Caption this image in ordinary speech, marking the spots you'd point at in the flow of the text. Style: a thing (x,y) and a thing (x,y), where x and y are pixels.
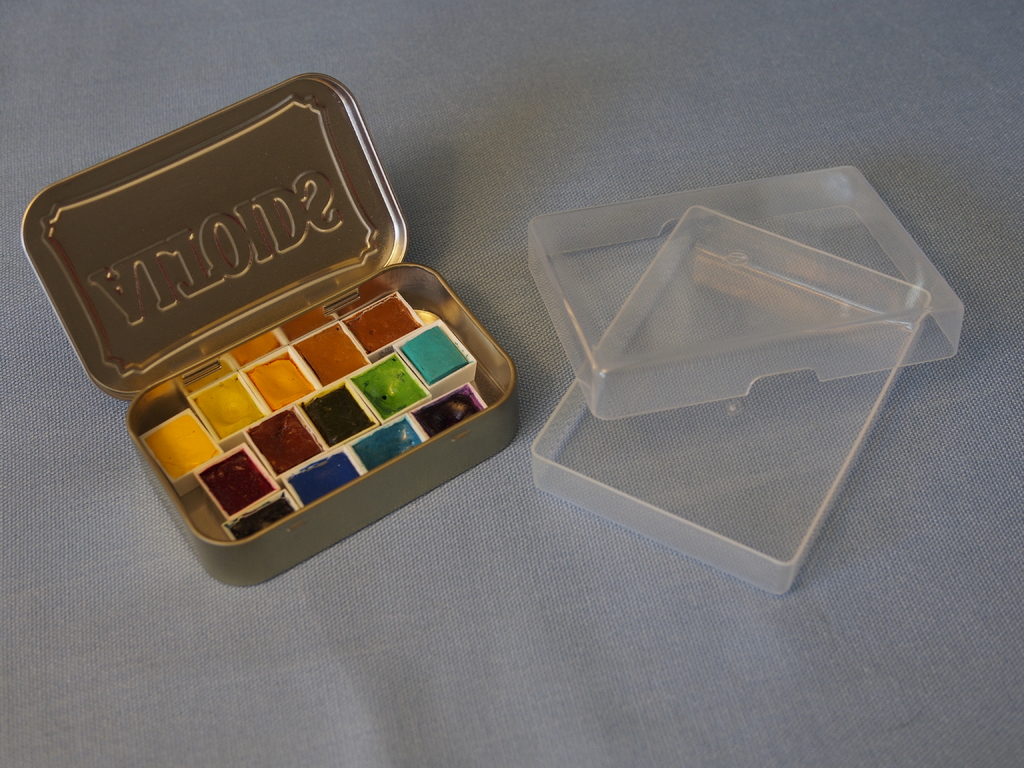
This image consists of a box (475,338) in which we can see the colors. On the right (873,352), there are plastic boxes (733,366). At the bottom (424,672), there is a cloth (384,690).
